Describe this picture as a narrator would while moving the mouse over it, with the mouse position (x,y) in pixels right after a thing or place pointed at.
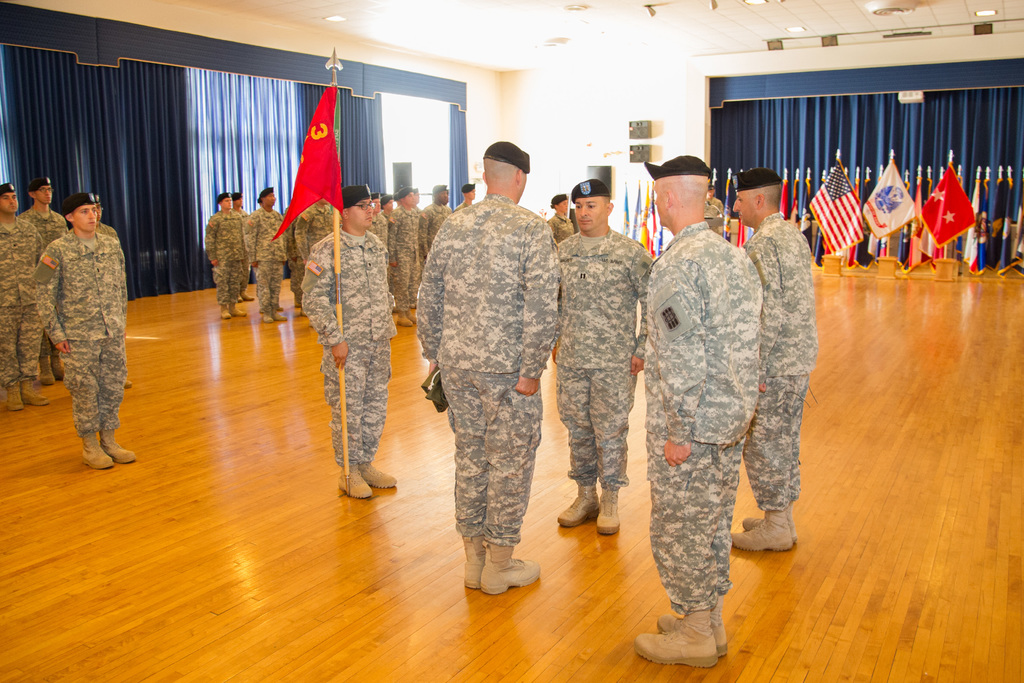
This picture is clicked inside the hall (409,550) and we can see the group of people (610,229) wearing uniforms (392,284) and standing on the floor (889,557). On the left (331,389) we can see a person (358,207) wearing uniform (379,407), holding a flag (324,112) and standing on the ground (407,519). At the top (442,11) there is a roof (487,33) and the ceiling lights (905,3). In the background (488,78) we can see the wall (549,99), curtains (934,147), flags (995,212) and some other items (629,149).
